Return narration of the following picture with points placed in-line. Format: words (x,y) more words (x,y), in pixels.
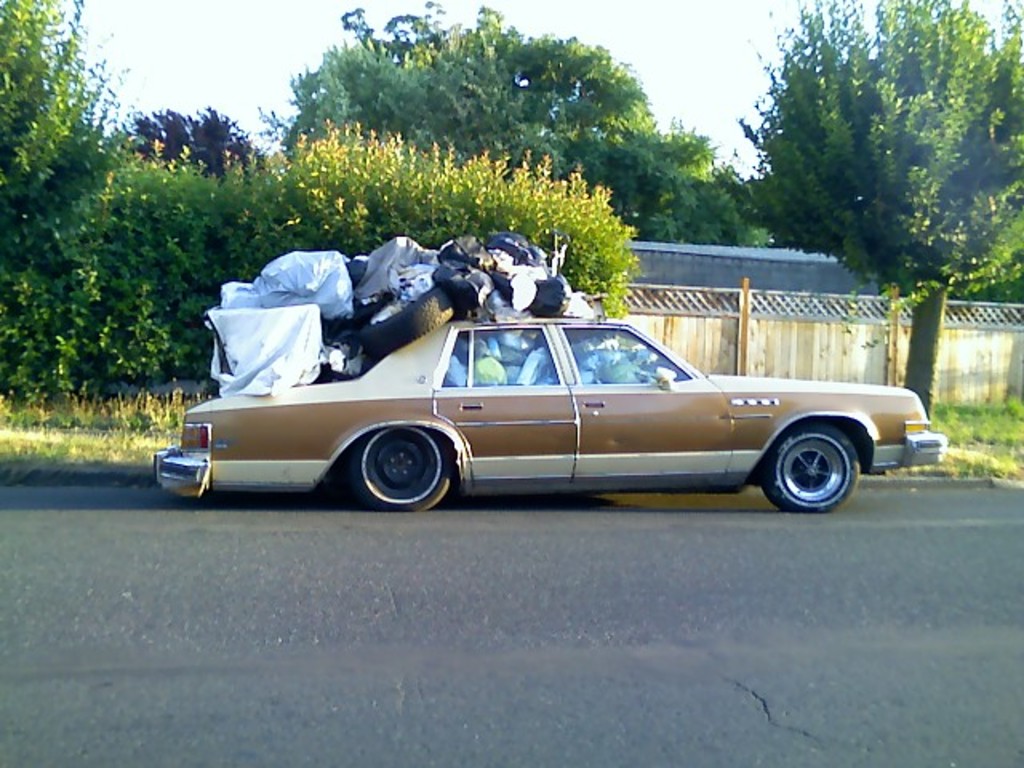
In this picture there is a car (493,403) on the road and there are few objects (456,359) and tires (418,309) inside and above it and there is a fence wall (701,326) and trees (434,224) in the background (424,236).
